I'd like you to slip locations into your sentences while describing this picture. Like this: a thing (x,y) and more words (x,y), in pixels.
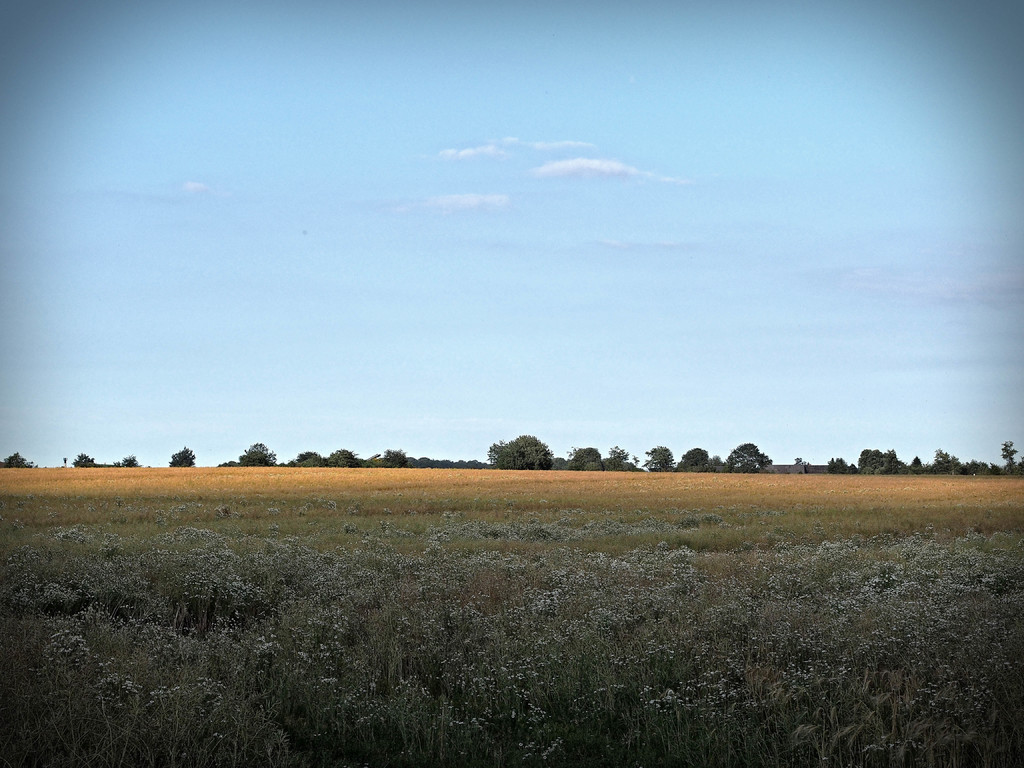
There is a field (391,579) at the bottom of this image (476,558). We can see trees (735,466) in the middle of this image (629,465) and the sky (453,345) is in the background (452,344).
